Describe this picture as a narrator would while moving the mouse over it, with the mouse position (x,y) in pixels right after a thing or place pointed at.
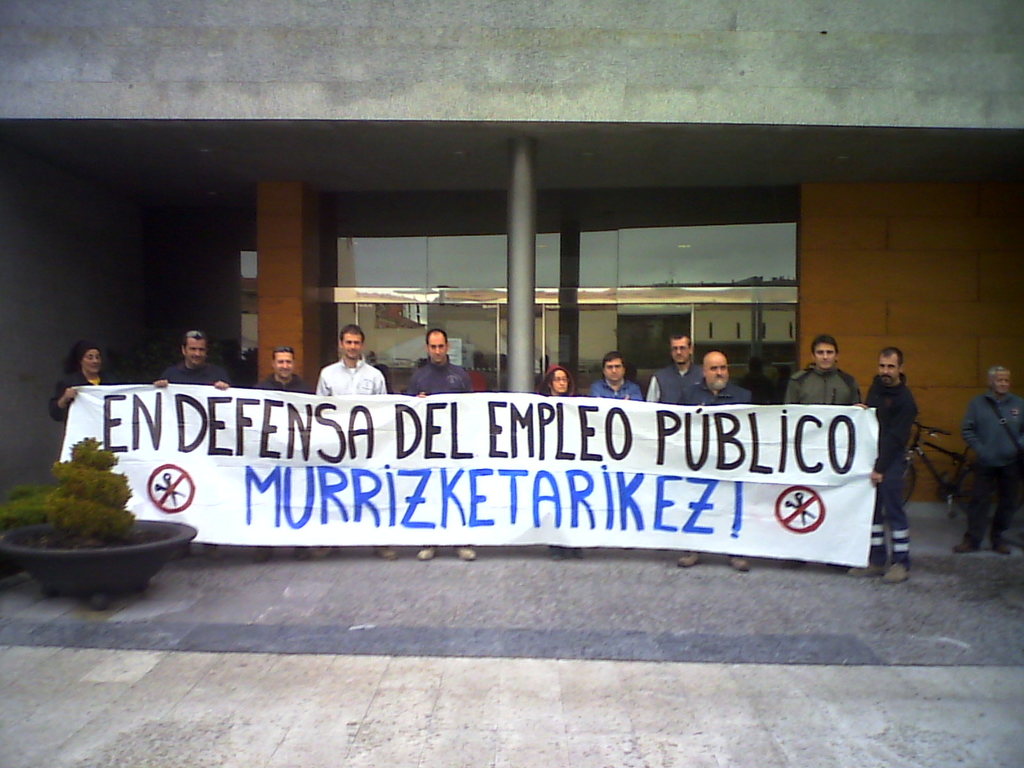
In this image there are group of persons (594,393) standing and holding a banner (472,459) with some text (723,446) written on it. In front of the banner (214,462) there is a pot (65,542) with a plant (71,513) inside it. In the background (326,344) there is a building (501,282) and there is a pillar (523,222). On the right side (1004,447) there is a man (991,447) standing and in front of the wall (932,383) there is a bicycle (939,446).
